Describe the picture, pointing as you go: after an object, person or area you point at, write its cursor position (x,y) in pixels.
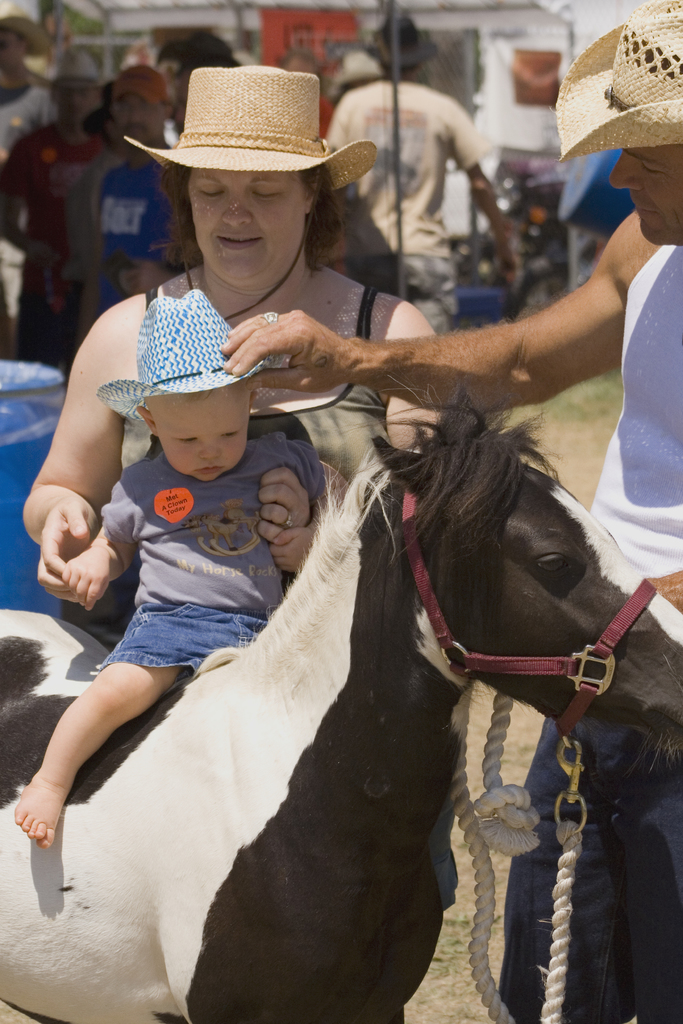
In the image we can see there are people (433,190) standing, wearing clothes (422,156) and here we can see two people (310,158) wearing hats (217,142). We can even see a baby (207,534) wearing clothes (147,484), hat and the baby (164,473) is sitting on the horse (193,680). Here we can see the ropes (485,787), grass (584,424) and the background (193,36) is slightly blurred.
